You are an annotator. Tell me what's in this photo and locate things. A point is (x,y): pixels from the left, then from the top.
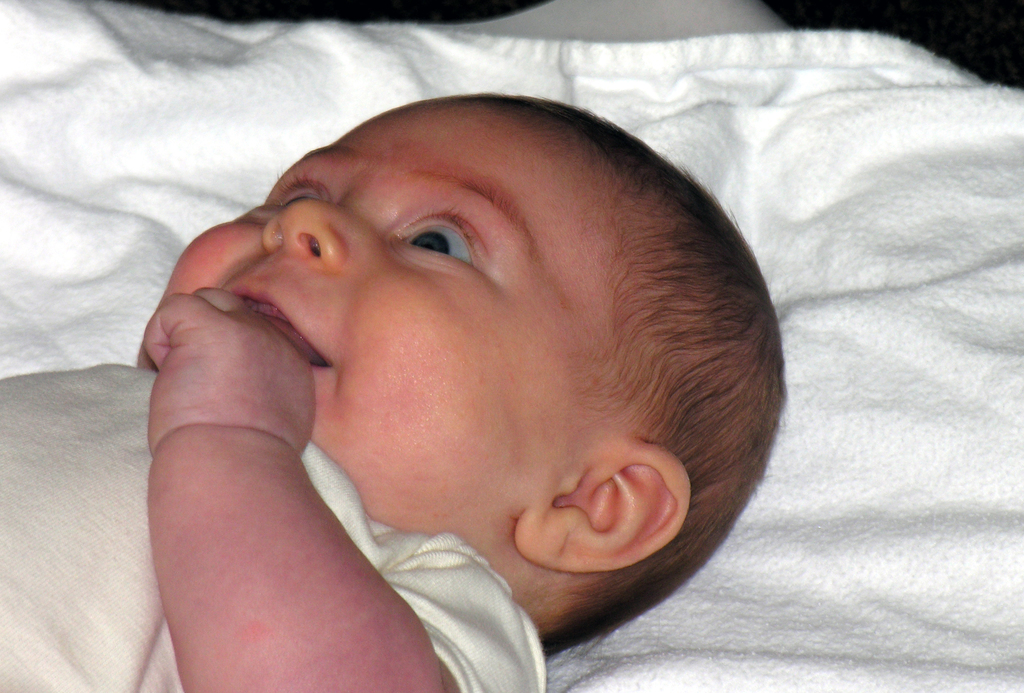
In this image I can see the child (279,475) lying on the white color cloth (805,483). I can see there is a white background (333,43).
